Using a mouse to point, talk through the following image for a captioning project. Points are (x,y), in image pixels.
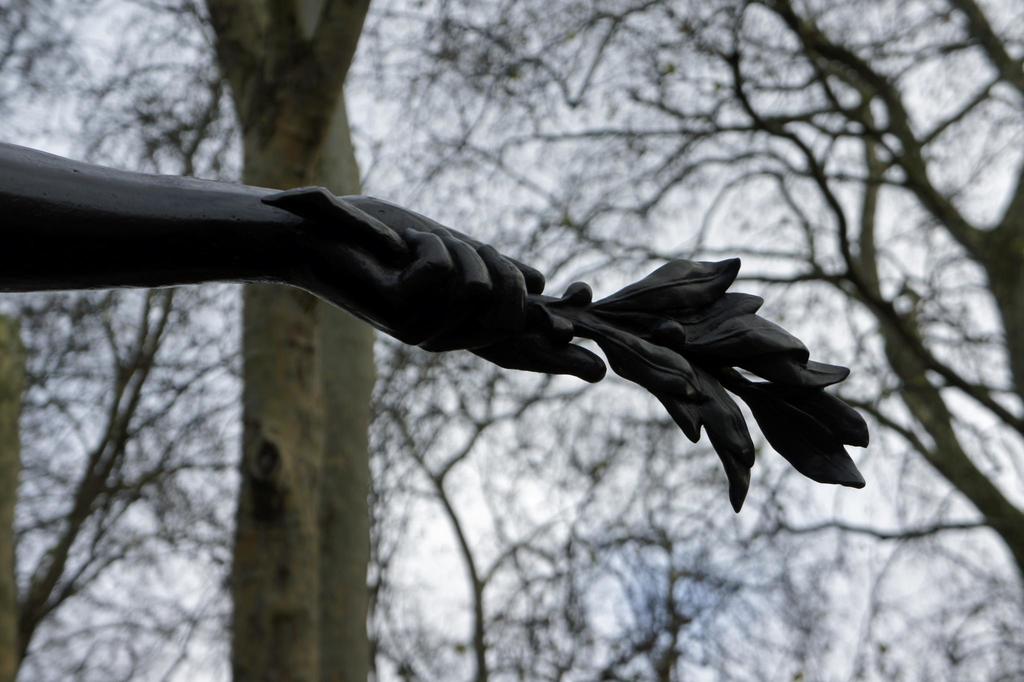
In this image, on the left side (8,173), we can see hand (299,239) of a statue (82,168) holding some object (656,388). In the background (400,180), we can see some trees (874,176) and a sky (838,544).
